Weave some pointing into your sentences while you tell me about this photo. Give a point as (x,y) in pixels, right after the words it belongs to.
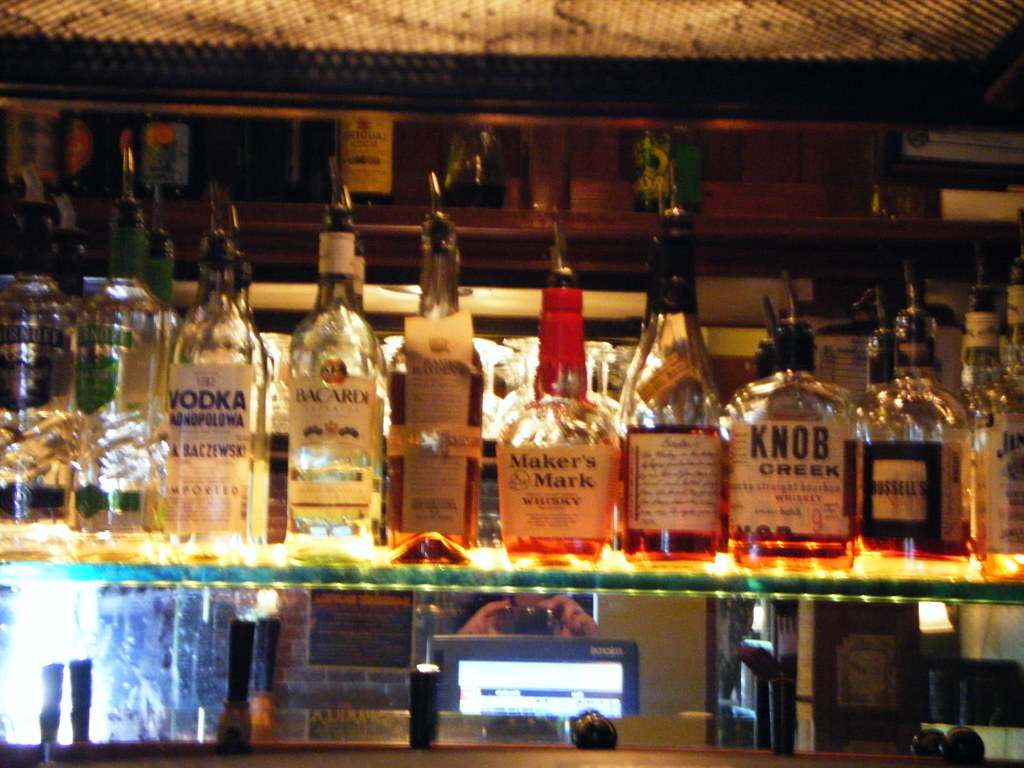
in the picture we can see different number of bottles (612,411) which is present on the shelf (639,568) we can also see a person (587,636) sitting far away.
